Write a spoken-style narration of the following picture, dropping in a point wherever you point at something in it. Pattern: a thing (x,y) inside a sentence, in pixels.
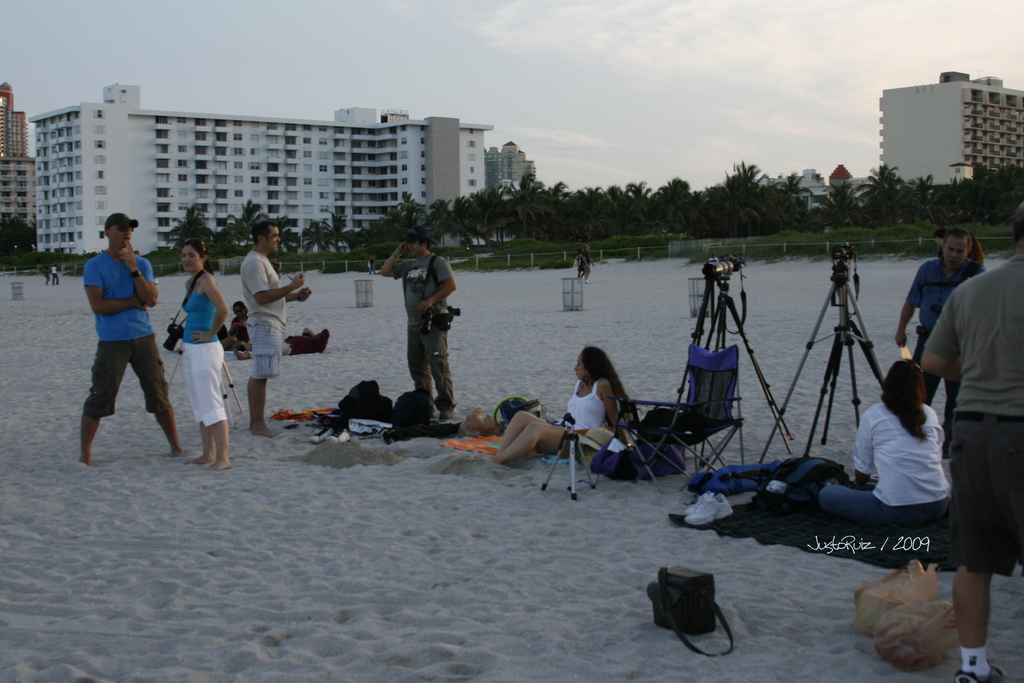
In this image we can see a few people (111,304) on the sand (439,459), there are some cameras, stands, bags (786,479), shoes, bins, also we can see the sky (710,179), trees (687,199), buildings (208,163), and a fencing (80,271).
